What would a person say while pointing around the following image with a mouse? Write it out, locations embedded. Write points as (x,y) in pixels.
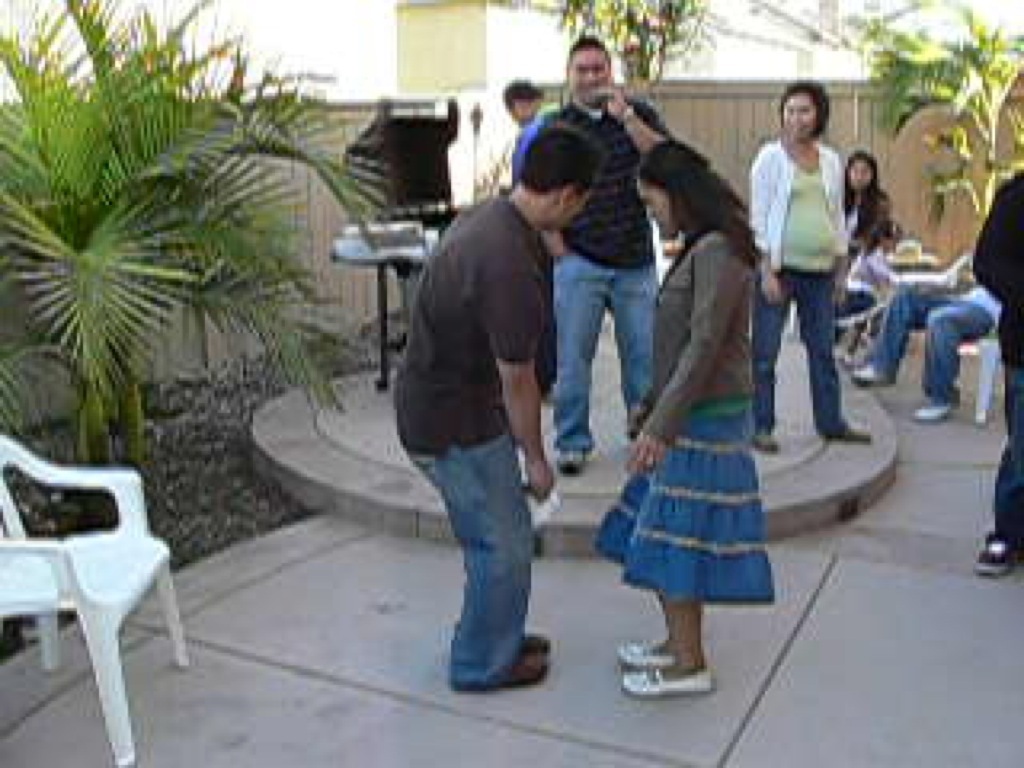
In the image there are few people (646,505) standing and few people (862,232) are sitting on the chair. There is a white color chair (62,583). On the left side of the image (110,396) there is a tree (147,244). Behind the tree (147,142) there is a fencing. In the background (1005,99) there are trees (974,107) and fencing (641,86). And also there is a blur image in the background (346,32).
